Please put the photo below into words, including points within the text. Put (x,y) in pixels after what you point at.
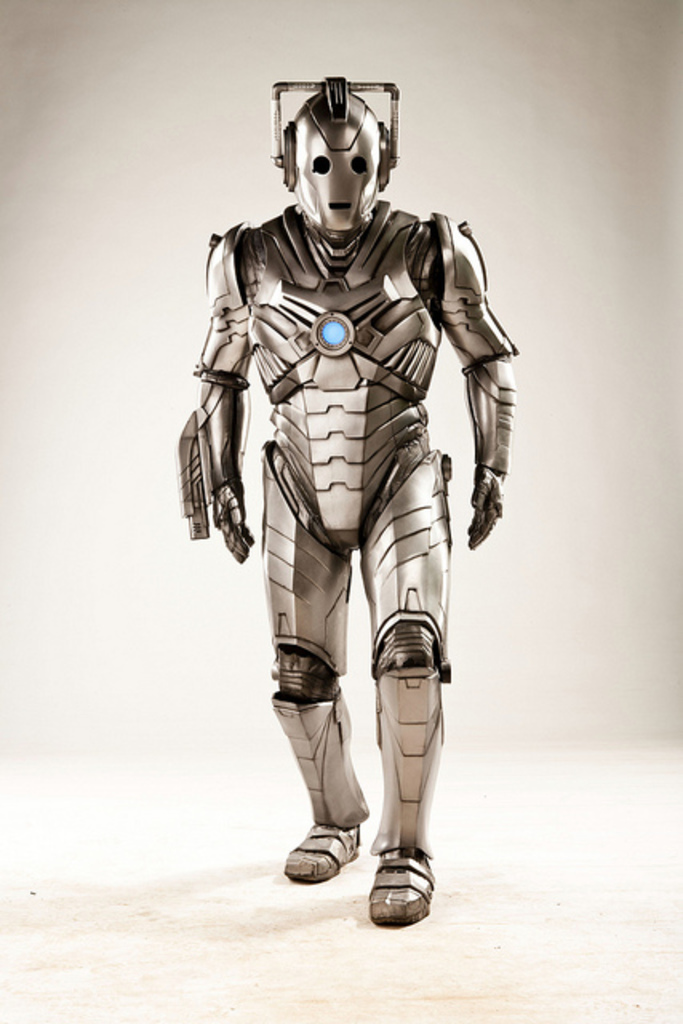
There is a robot (291,478) walking. In the background (500,767) it is white.
